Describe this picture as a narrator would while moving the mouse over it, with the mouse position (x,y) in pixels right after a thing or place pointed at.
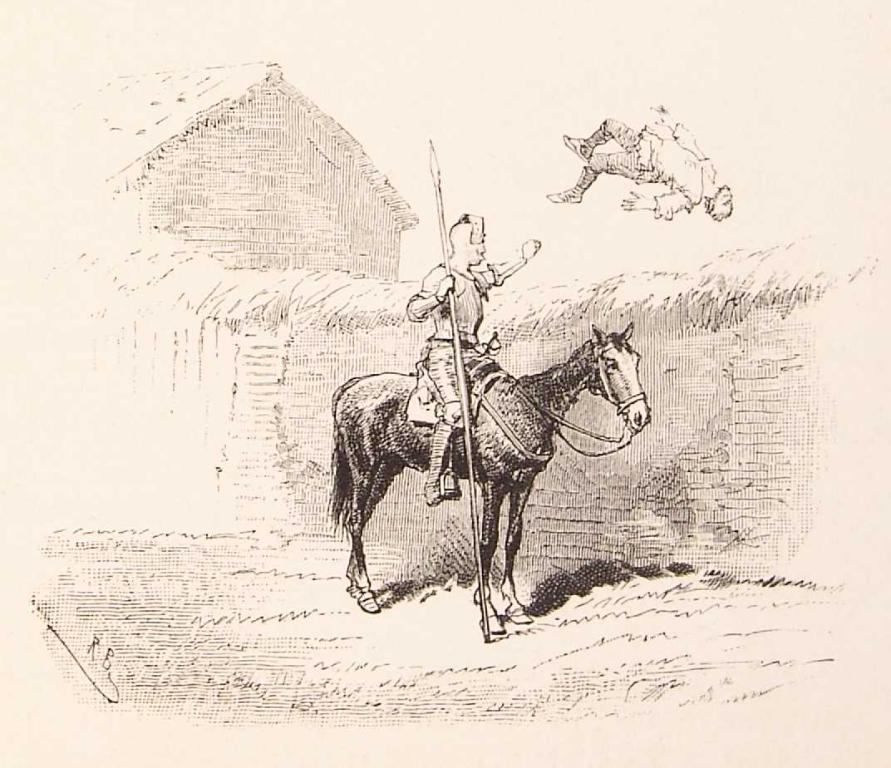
In this image I can see the paper (128,596). In the paper (152,466) I can see the art (429,495) of person (436,484) on the horse (367,462). I can see another person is in the air. In the background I can see the house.
